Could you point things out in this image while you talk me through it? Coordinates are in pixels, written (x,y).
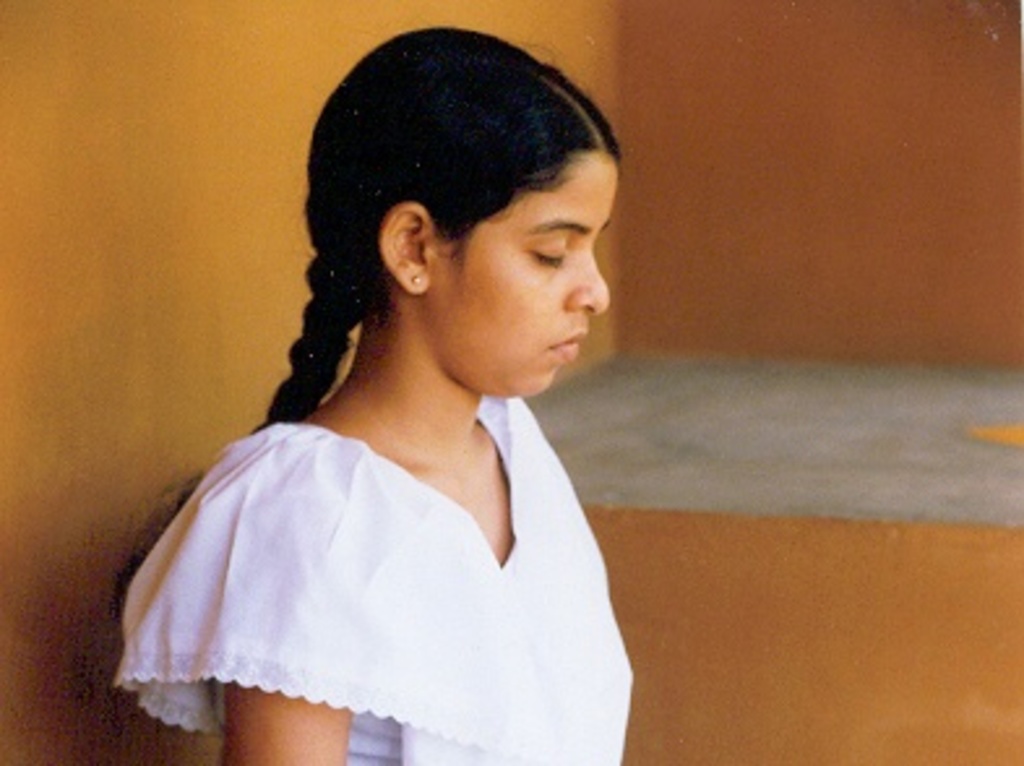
In this image I can see a woman (356,575) wearing white color dress (320,623), closing the eyes (546,261) and facing towards the right side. At the back of her I can see a wall (148,291).
